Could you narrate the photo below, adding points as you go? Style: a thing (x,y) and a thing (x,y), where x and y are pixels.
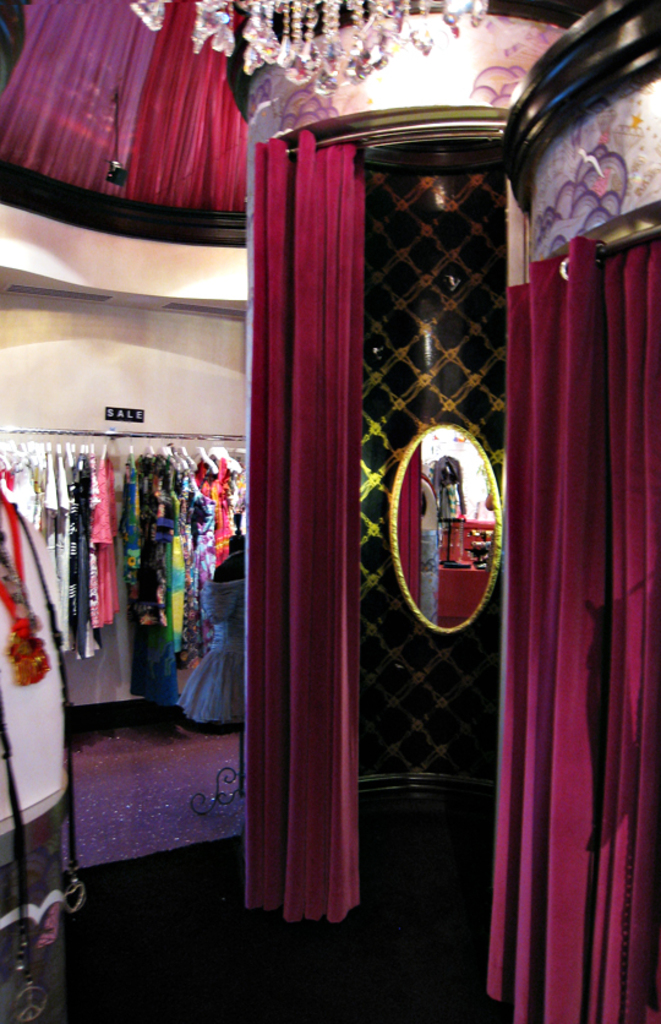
In this image there is an object (54,829) towards the left of the image (20,733), there are curtains (290,358), there is a mirror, there are clothes (140,675), there is a wall (5,322), there is a board (123,412) on the wall (86,422), there is text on the board (137,410), there is an object (318,41) towards the top of the image (284,36), there is an object (121,176) on the wall (151,403), there is a carpet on the floor (159,798).
